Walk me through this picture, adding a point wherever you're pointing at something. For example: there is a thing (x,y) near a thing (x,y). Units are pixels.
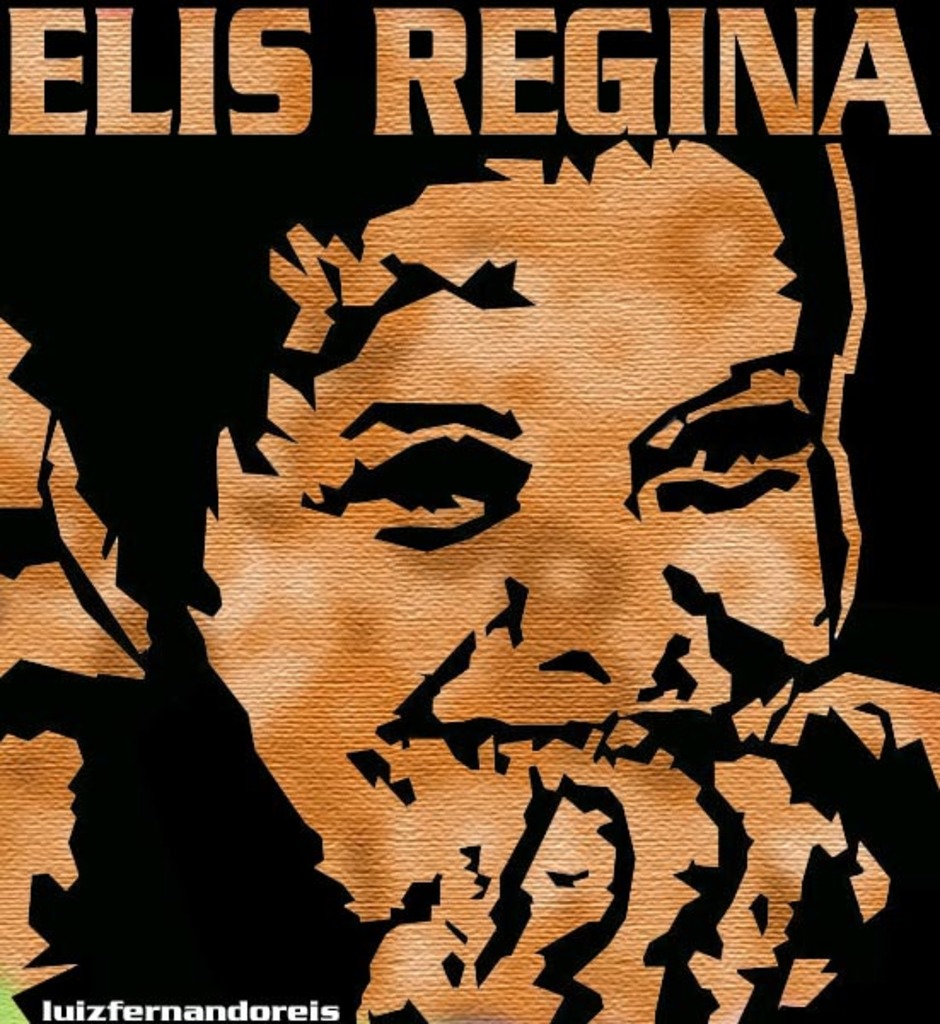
In this picture there is a poster (325,153). in the poster (530,605) I can see the person's face (747,553) who is smiling. In the bottom left corner (59,1013) there is a watermark (42,1018).
